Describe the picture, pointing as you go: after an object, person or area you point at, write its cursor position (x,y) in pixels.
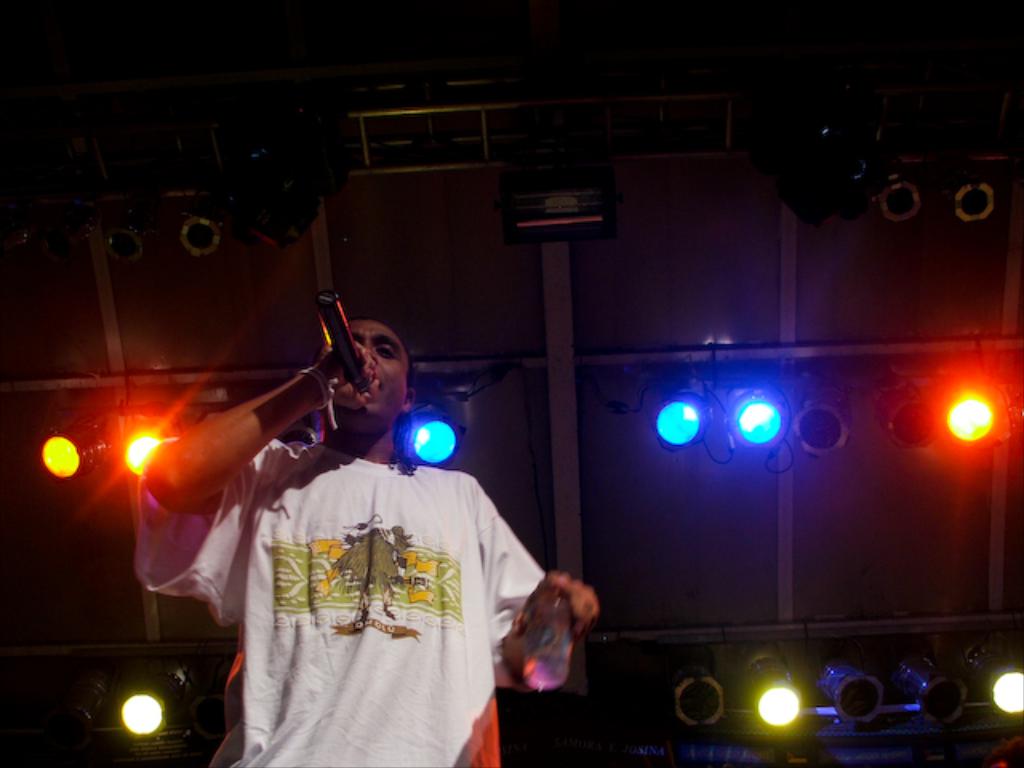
In the picture we can see a person (264,508) wearing white color T-shirt (343,663) is holding a mic (350,360) and singing. The background of the image (204,698) is dark, where we can see the show lights (708,712).
